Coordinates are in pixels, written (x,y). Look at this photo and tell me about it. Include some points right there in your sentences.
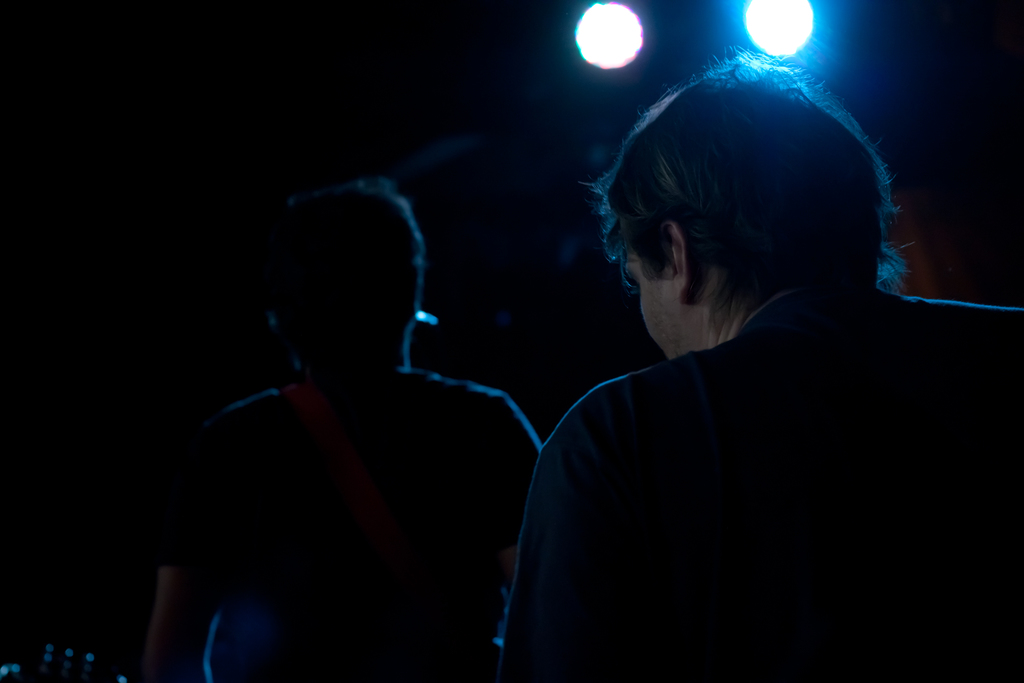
In this image there are two people (376,568) standing. At the top (629,27) there are spot lights (622,27). The background (506,227) is dark.
